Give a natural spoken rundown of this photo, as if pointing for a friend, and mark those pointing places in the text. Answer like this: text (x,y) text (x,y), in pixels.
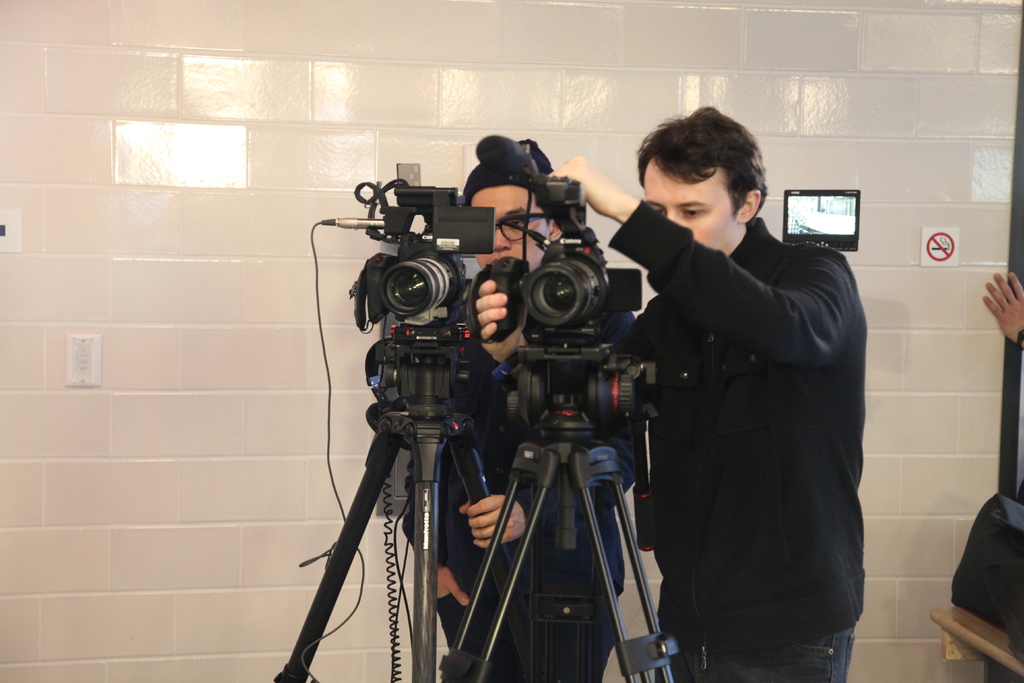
In this picture we can see two persons (711,384) standing here, we can see two digital cameras (553,318) and two tripods (527,530) here, in the background (634,103) there is a wall (635,84), we can see a sticker (942,231) here, on the right side (1021,298) we can see another person's hand (1015,316).
